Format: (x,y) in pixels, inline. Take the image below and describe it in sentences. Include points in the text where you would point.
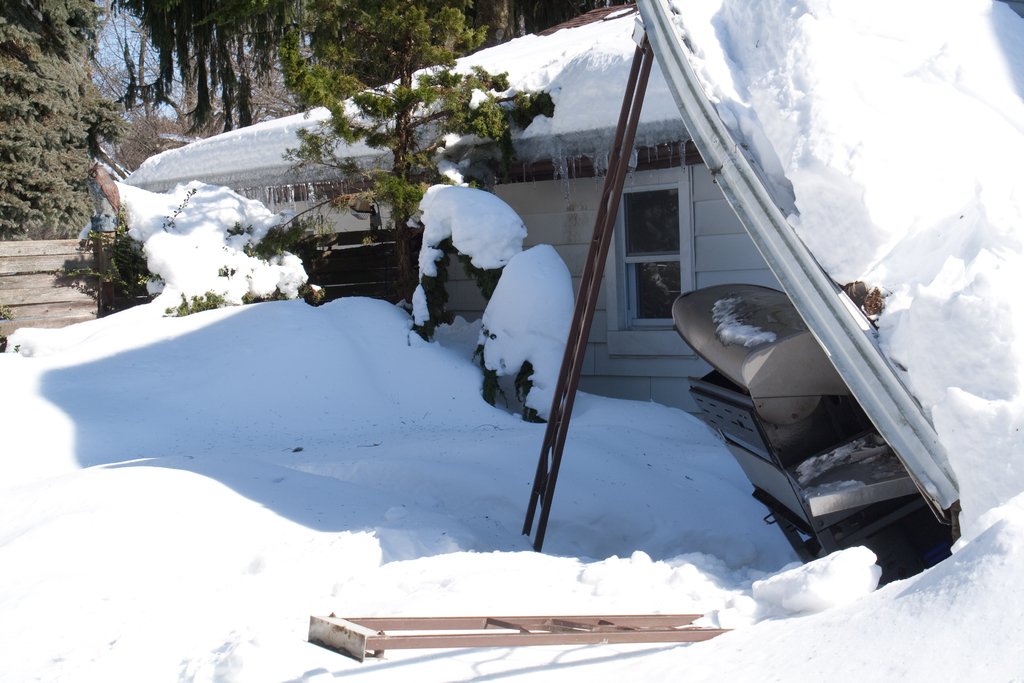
In this picture we can see a house (671,142) with window (627,234) and snow (296,164) fallen on it and aside to this we have tree (410,128), grill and some ladder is placed here and the background (128,40) we can see bushes (169,42) and sky (117,53) in between that bushes (87,82).
